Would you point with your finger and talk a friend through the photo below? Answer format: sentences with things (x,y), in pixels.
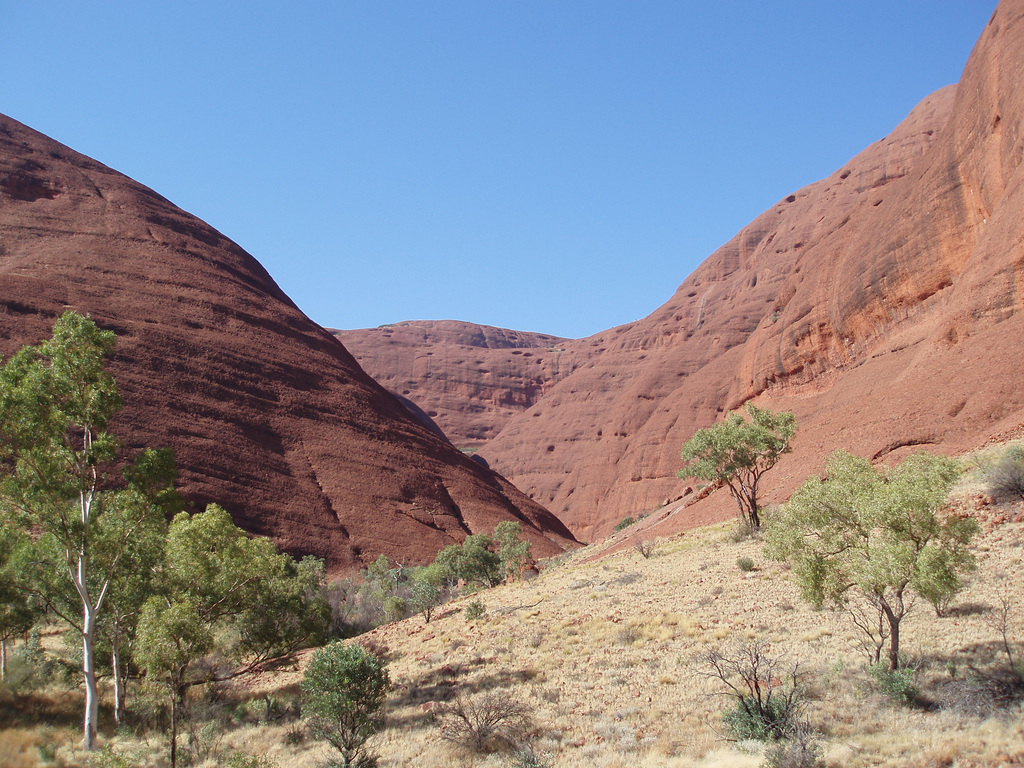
In this image, we can see hills (334,370). At the bottom (535,647), there are few trees (342,725), plants (485,700) and grass (762,619). Background (827,98) there is a sky (595,191).
